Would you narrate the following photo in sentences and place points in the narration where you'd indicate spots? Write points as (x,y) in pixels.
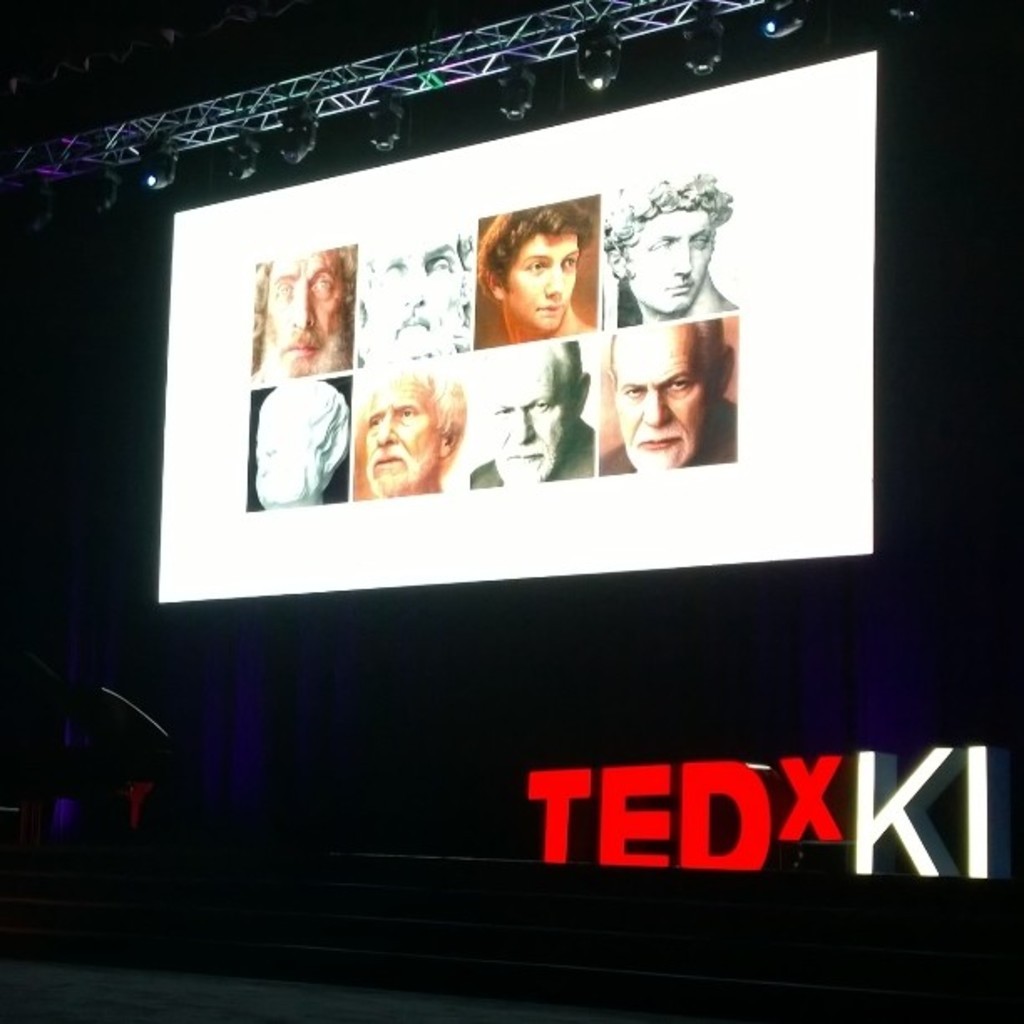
In this image there is a screen (522,147) on the stage (1015,978) on which we can see there are so many people photos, under that there is some text (897,784).
